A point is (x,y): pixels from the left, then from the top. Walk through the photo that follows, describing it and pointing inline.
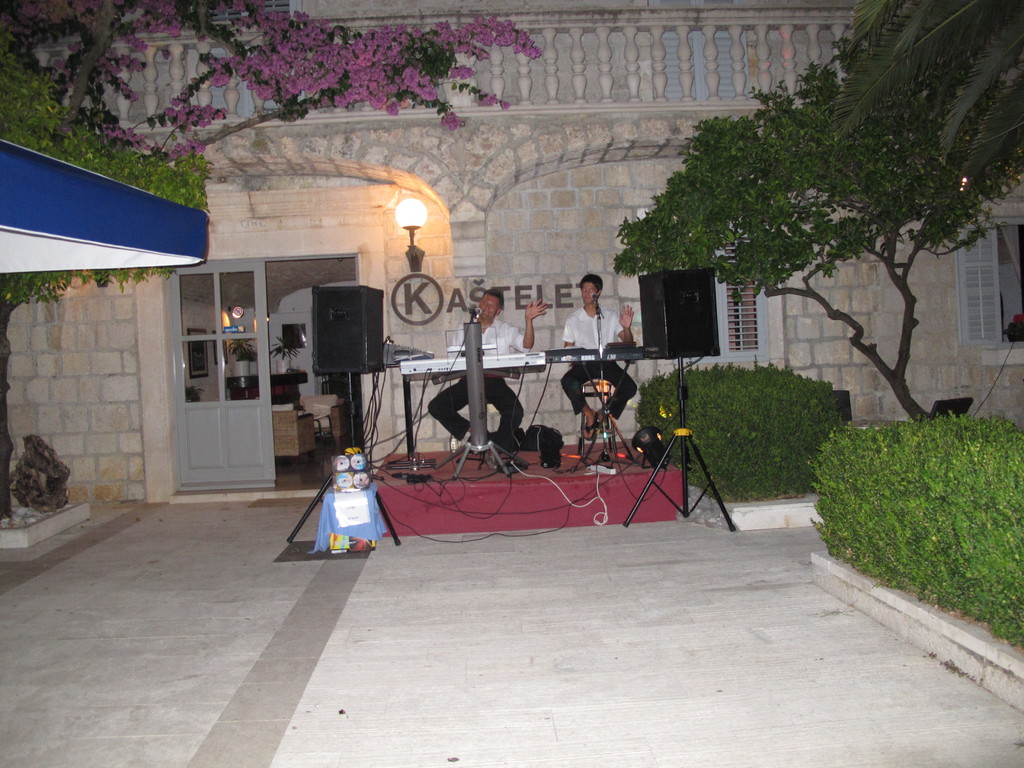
In this image I can see the ground (525,638), the stage (494,508), few speaker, few wires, few musical instruments (518,355), two persons (489,315) wearing black and white colored dresses (507,403) sitting in front of the musical instruments (533,361), few trees (868,217) which are green in color, few flowers (358,39) which are pink in color, a light (418,220) and a building (383,241).
